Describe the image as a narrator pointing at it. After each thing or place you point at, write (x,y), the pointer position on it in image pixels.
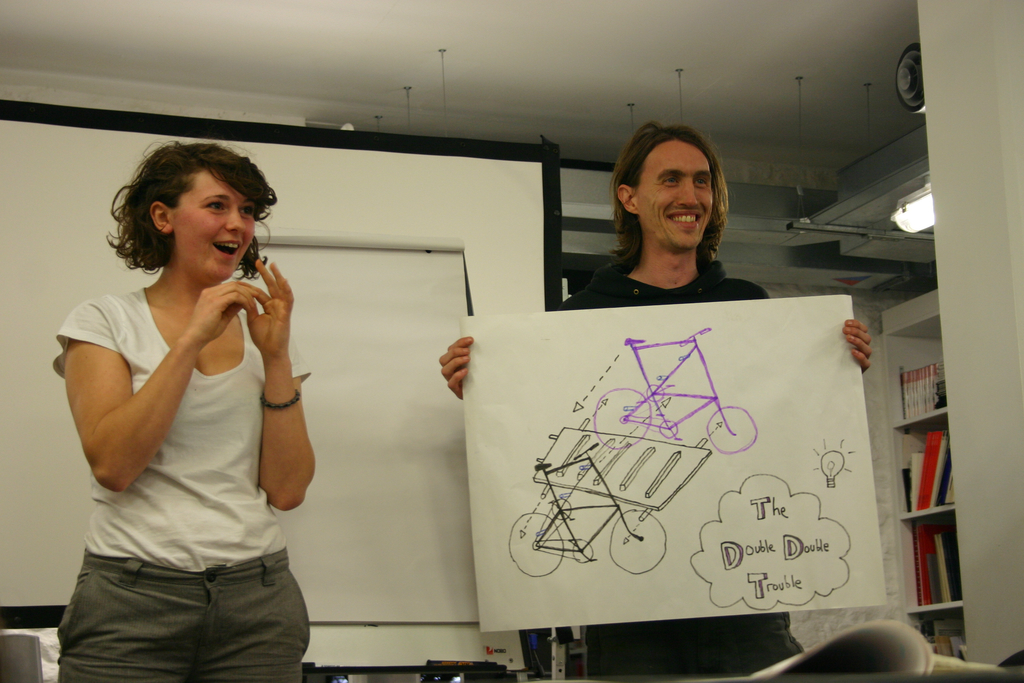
In this image we can see a man (679,182) standing and holding a chart (633,487) and smiling. We can also see the woman (179,362) standing and smiling. In the background (341,250) we can see the board (439,229). At the top (600,63) there is ceiling (608,29). On the right (924,491) we can see some books (925,450) in a rack (932,320).
